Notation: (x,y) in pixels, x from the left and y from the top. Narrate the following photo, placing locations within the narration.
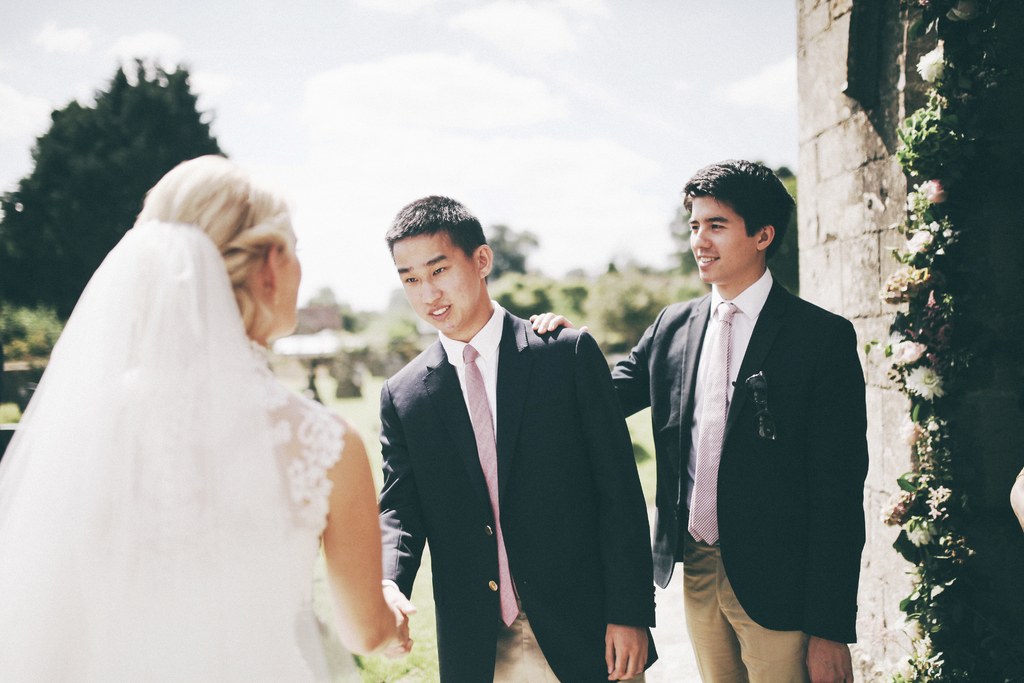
There are two men (593,429) and a woman (273,492) wearing a veil (228,461). On the right side (842,157) there is a wall (866,194) with flower decorations (931,212). In the back (440,102) there are trees (138,137) and sky (559,261).
